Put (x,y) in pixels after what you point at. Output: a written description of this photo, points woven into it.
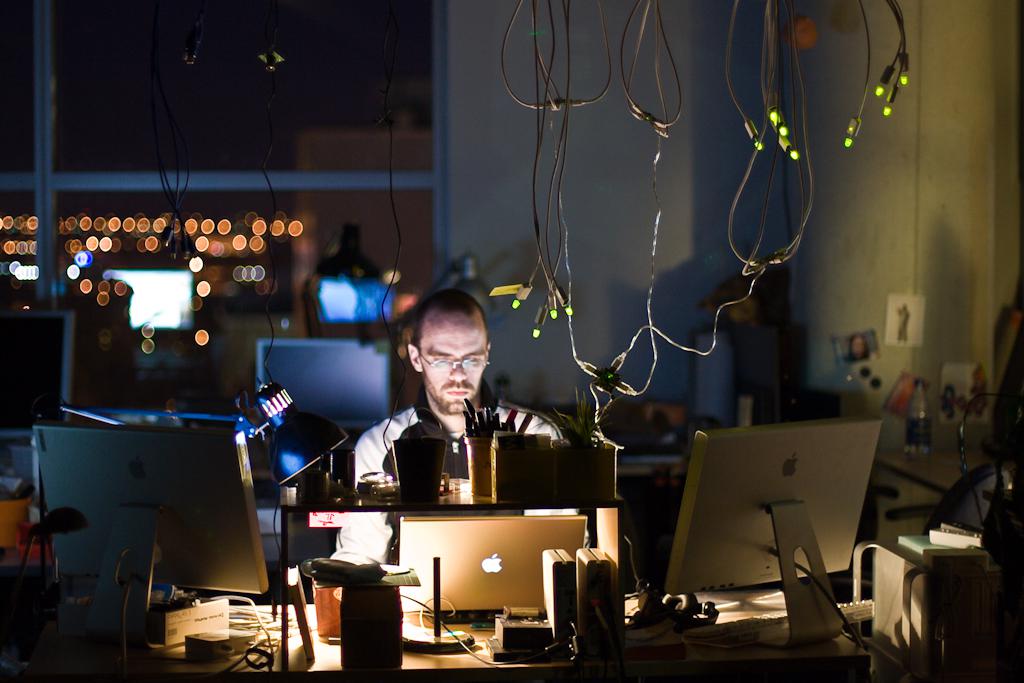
Here on the table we can see two monitors (742,537), cables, lamp (275,418), laptop (522,544), pens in a cup (483,451), small house plants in small pots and some other objects (389,627). We can see a man (443,392) here. In the background (214,332) we can see lights (84,253), glass doors (177,40), wall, poster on the wall (886,272), cables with lights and on the glass door (297,300) we can see the reflections (332,285) of screens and lights (204,289) and there are some other objects (787,389) over here.
